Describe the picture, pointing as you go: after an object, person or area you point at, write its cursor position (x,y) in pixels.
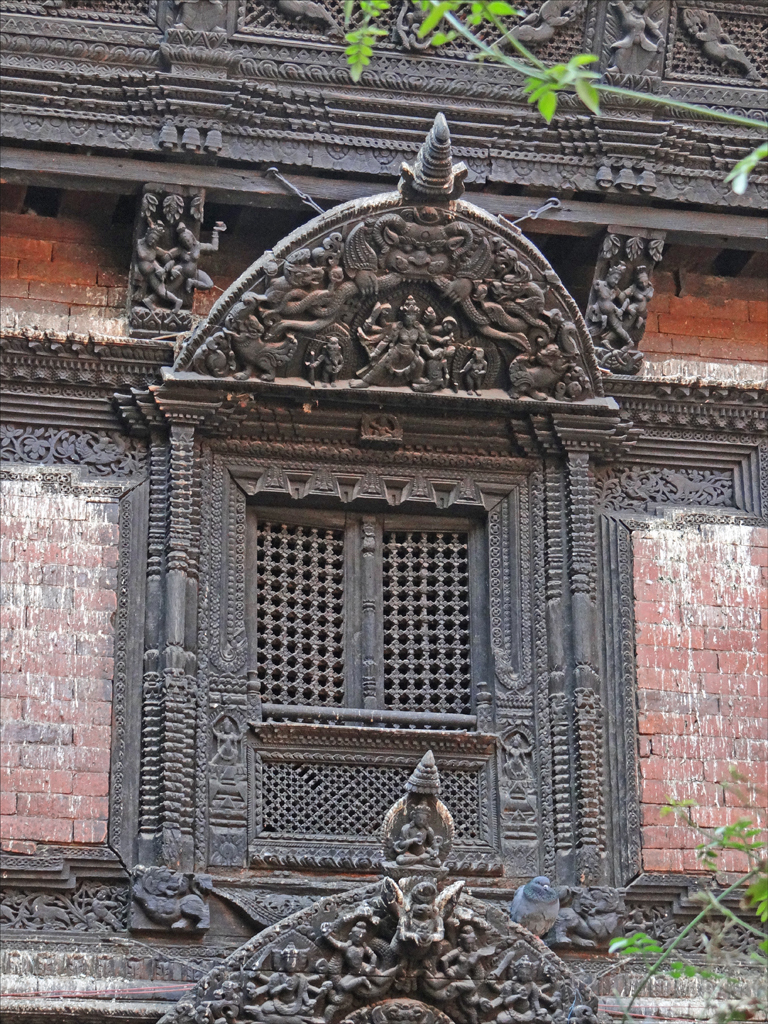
In this image, we can see the wall (410,544) with some sculptures (495,278). We can also see a bird (537,915). We can see some leaves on the bottom right (655,960) and top right corners.
